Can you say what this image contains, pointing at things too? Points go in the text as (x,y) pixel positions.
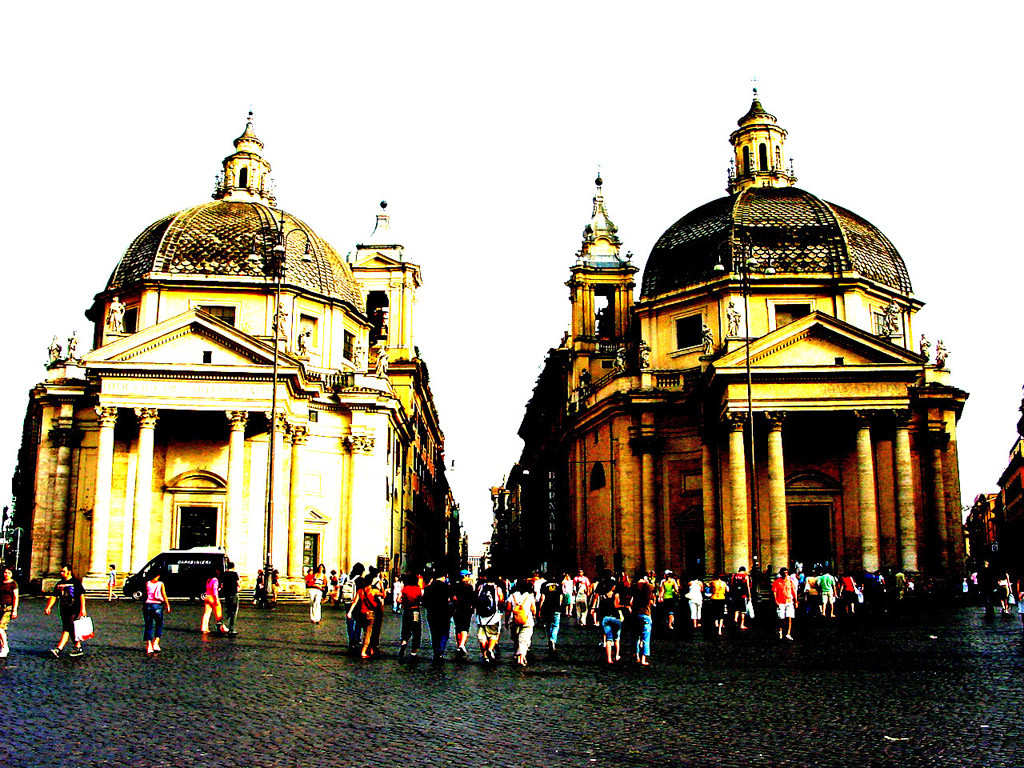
This picture is clicked outside. In the foreground (427,699) we can see the group of people (444,619) walking on the ground (564,693) and there is a vehicle (187,581) seems to be parked on the ground (281,628). In the center (652,491) we can see the buildings (597,391) and the domes (786,230) at the top of the buildings (130,271). In the background (532,45) there is a sky (464,39).
